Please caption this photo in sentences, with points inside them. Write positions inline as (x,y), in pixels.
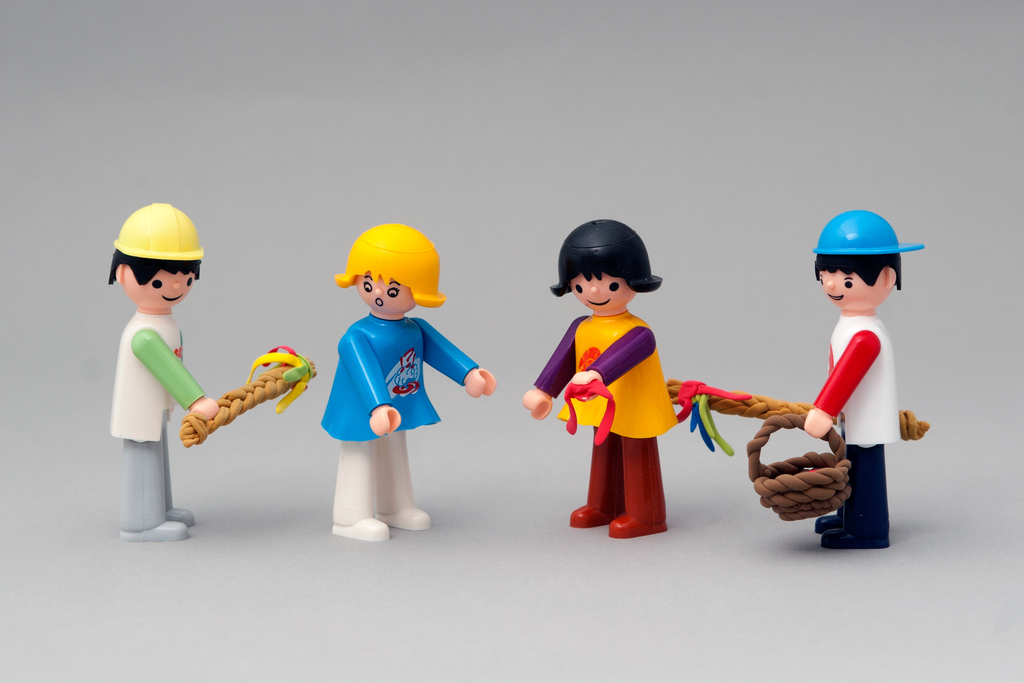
In the center of this picture (398,395) we can see the group of toys (153,322) of persons (627,291) holding some objects (833,463) and standing on a gray color object (876,557). The background of the image (893,100) is gray in color.
